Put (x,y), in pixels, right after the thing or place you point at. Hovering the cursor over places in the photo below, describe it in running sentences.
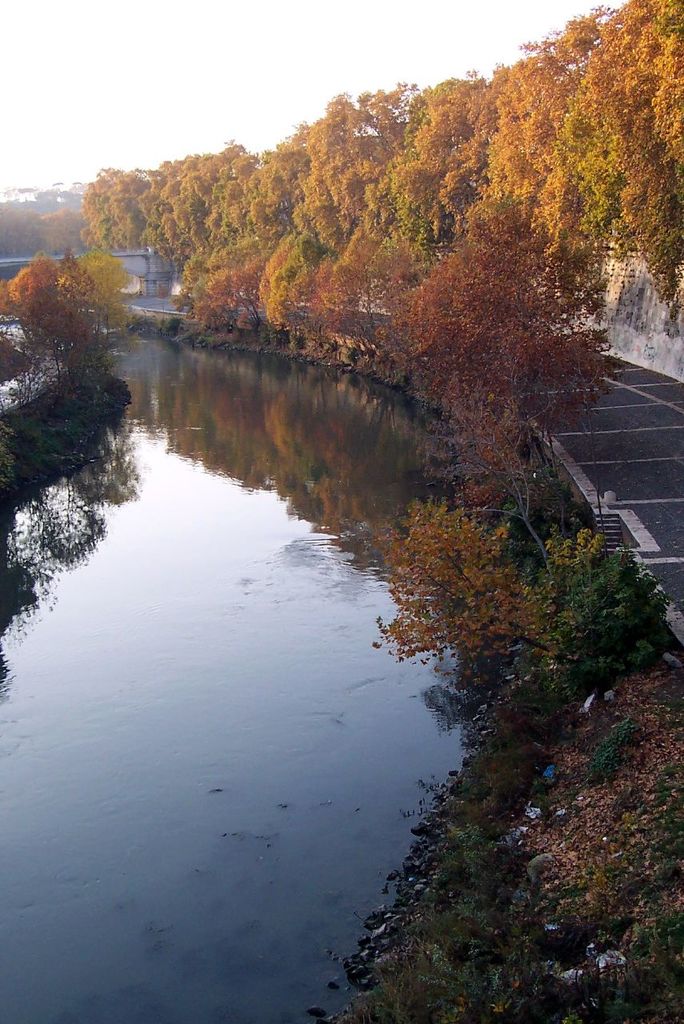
In this image there are trees (237,211) on the right side (489,185). In the center (258,637) there is water (219,635) and the sky (214,98) is cloudy.
